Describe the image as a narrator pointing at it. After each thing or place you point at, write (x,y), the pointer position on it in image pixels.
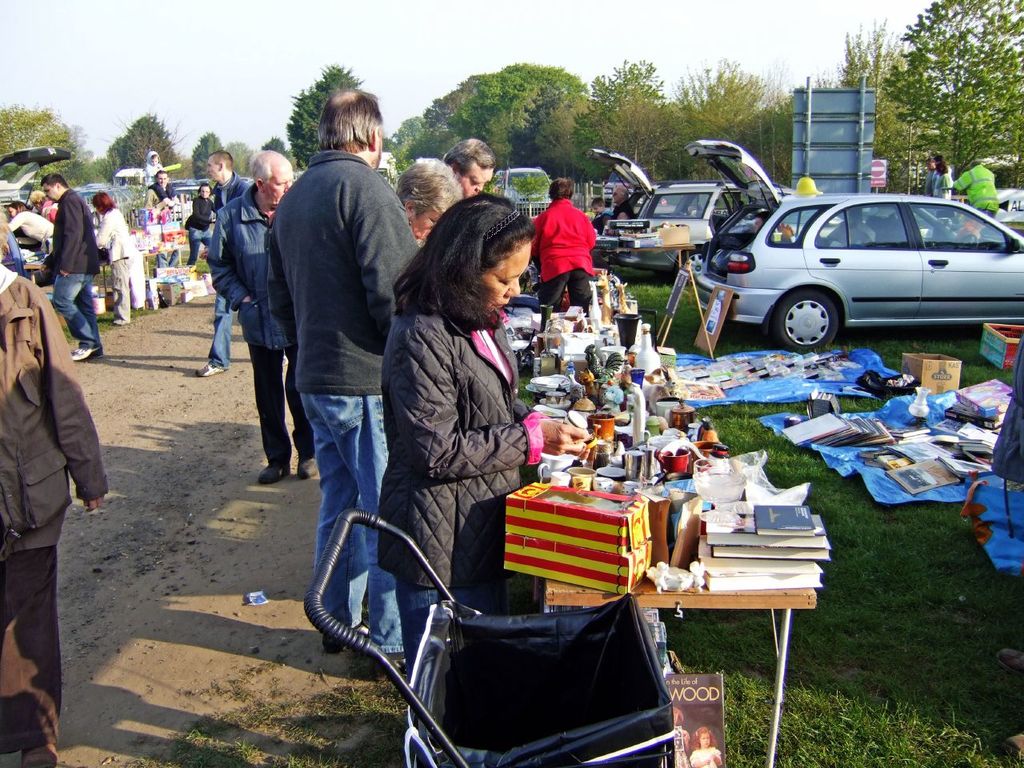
In this picture we can see a group of people (331,298) on the ground (289,479), grass (910,544), cart (653,680), posters (671,297), books (772,511), boxes (644,524), vehicles (831,265), trees (901,105), some objects (599,447) and in the background (387,49) we can see the sky (387,49).
